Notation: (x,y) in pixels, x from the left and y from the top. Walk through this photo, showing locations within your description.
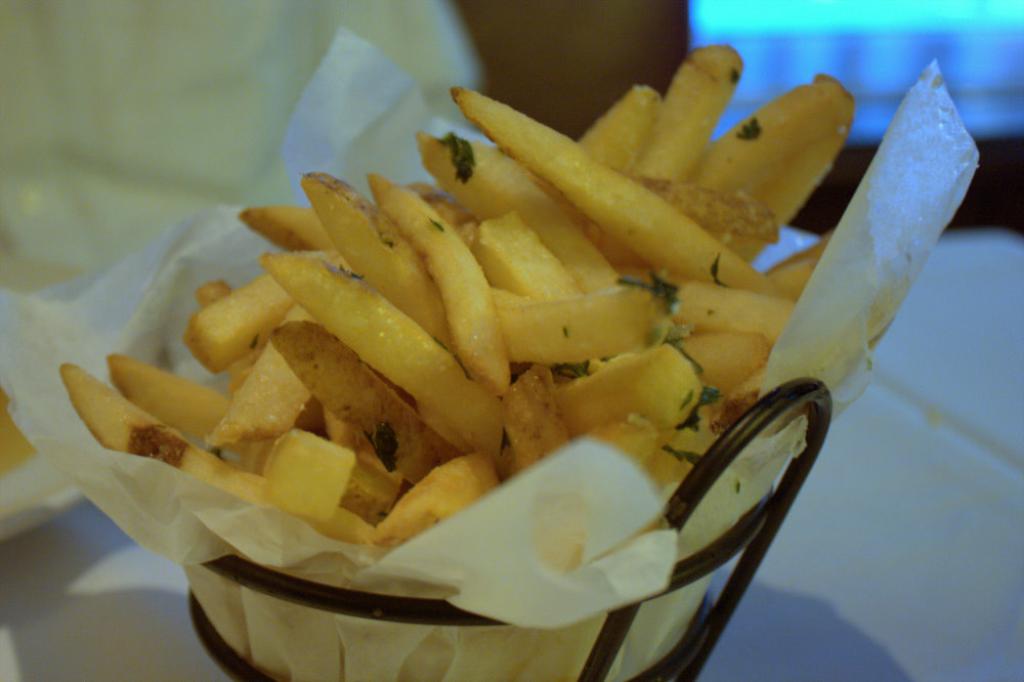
At the bottom of the image (845,477) we can see a table (139,564), on the table (849,425) we can see a bowl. In the bowl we can see some french fries (485,154) and paper (317,141). In the top left corner of the image (141,158) we can see a person (147,8). Background of the image (668,2) is blur.
